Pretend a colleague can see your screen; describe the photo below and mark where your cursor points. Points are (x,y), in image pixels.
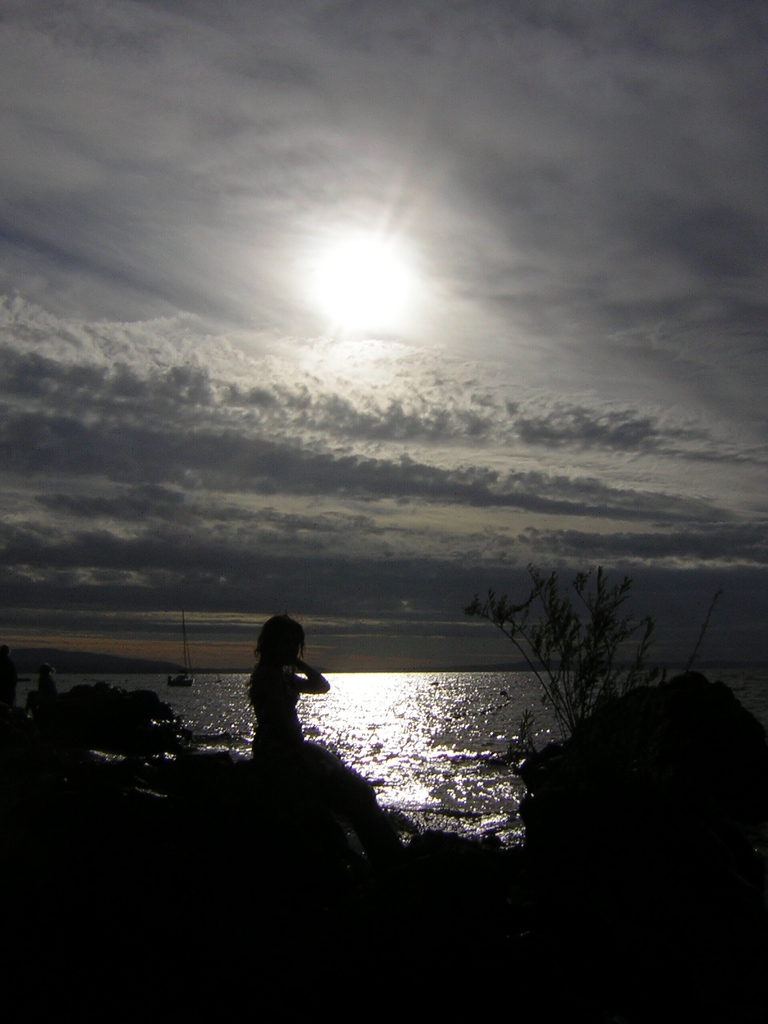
In the picture we can see water (402,752) near to it, we can see some rock (694,847) a person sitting on it and some plant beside the person (390,829) and in the background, we can see a boat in the water (381,753) and behind it we can see a sky (328,490) with clouds (267,369) and sun (350,291).
